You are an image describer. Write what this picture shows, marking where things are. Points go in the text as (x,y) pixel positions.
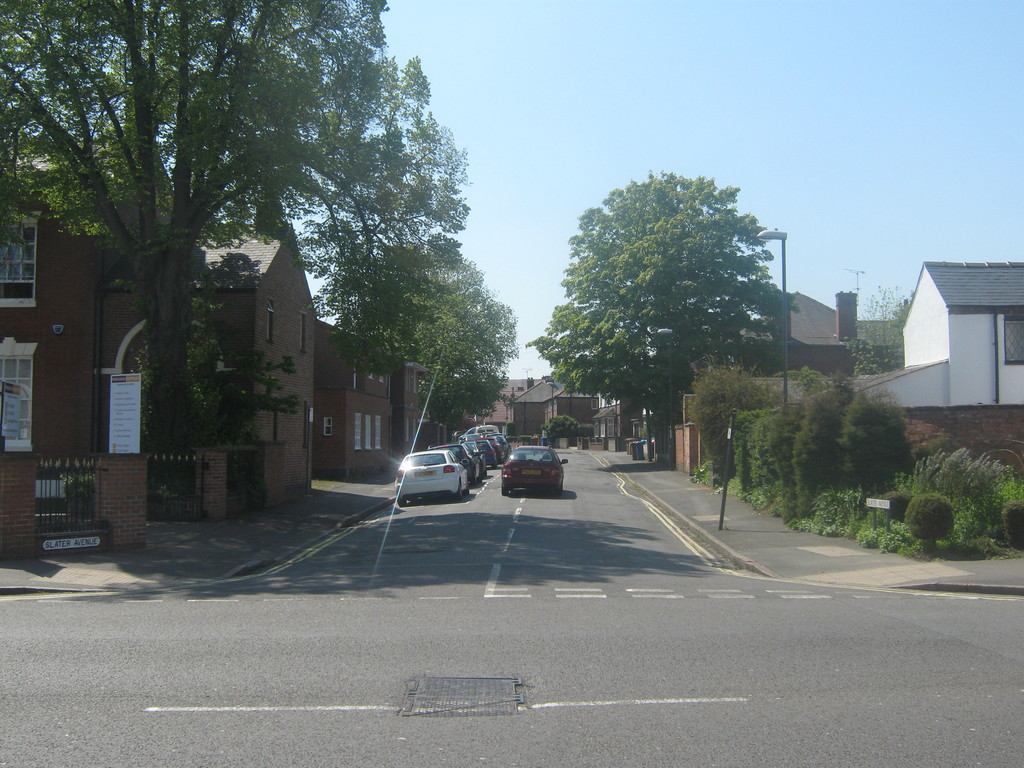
In this image I can see the vehicles (553,455) on the road (537,633). On both sides I can see many trees (410,325) and buildings (405,377). To the left (78,532) I can see the railing (85,514) and boards (125,418). To the right (783,380) I can see the pole (786,369). In the background (483,237) I can see the sky (754,42).
